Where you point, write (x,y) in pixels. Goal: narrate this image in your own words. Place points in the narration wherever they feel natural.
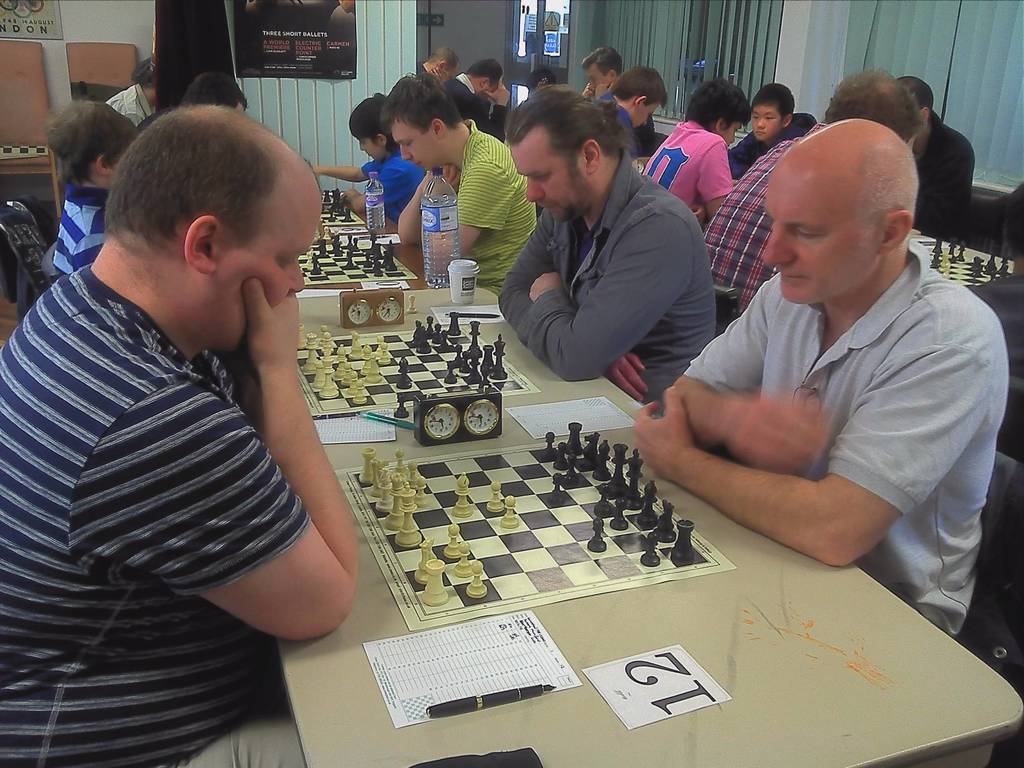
In this picture I can see group of people (573,345) are sitting in front of a table (509,388). On the table (515,527) I can see chess boards (532,539), bottles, glasses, clocks (494,429) and other objects (566,467). In the wall (326,125) and other objects (645,56).
